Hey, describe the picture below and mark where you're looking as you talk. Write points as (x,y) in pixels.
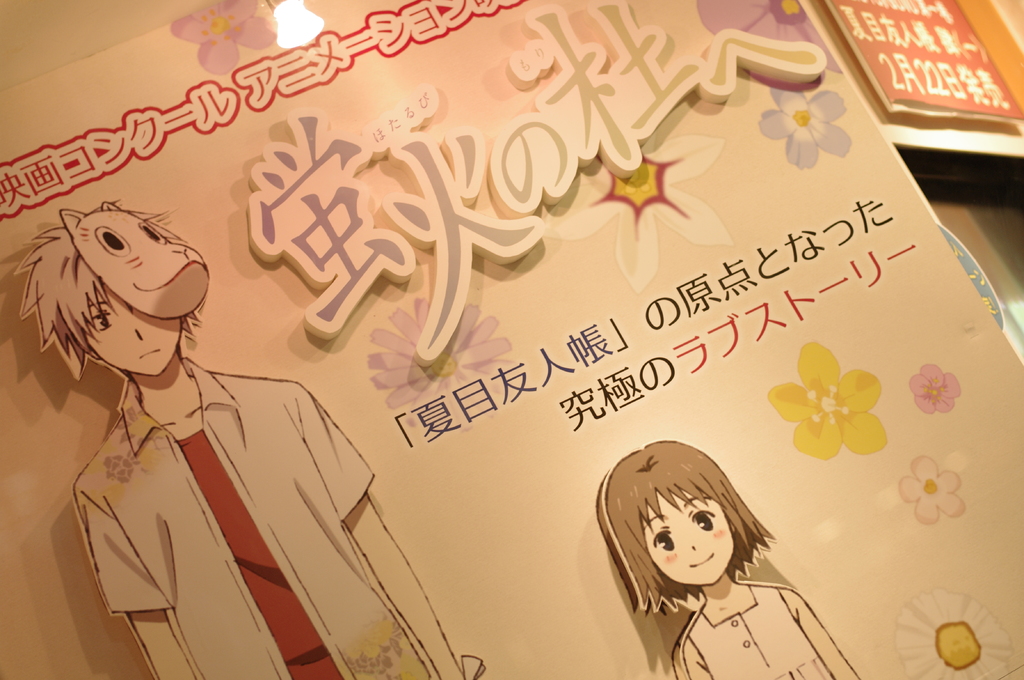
In the picture we can see a magazine (749,491) on it, we can see a cartoon (97,211) and some Japanese language words (460,175) and some flower paintings (807,369) on it.
